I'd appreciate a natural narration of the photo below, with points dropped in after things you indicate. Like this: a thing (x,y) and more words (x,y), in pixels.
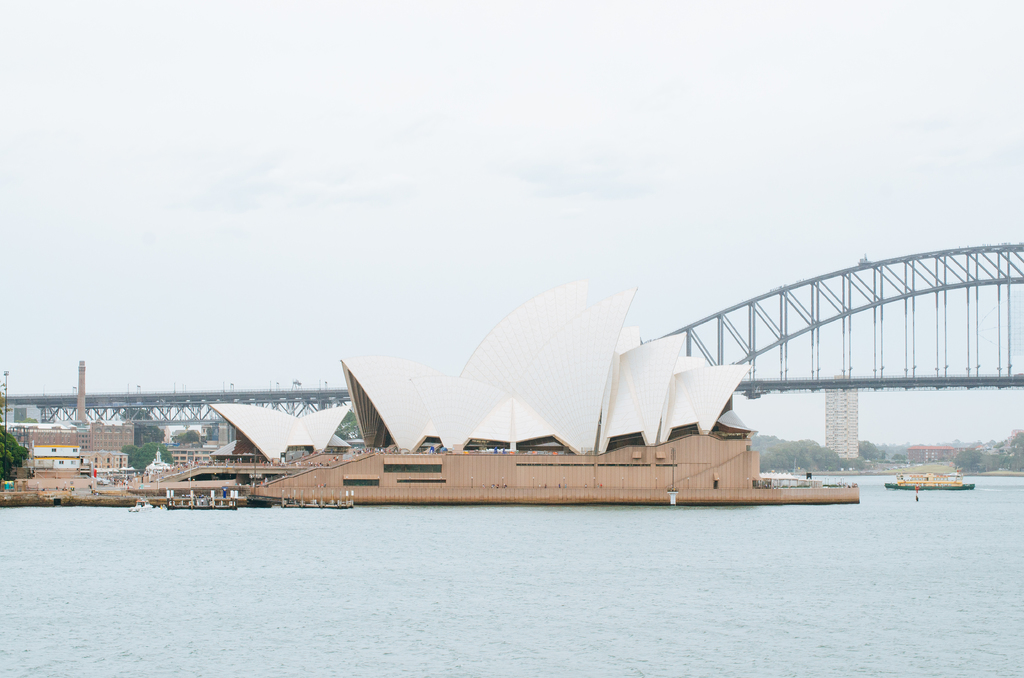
In this image there are few boats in the water (798,547). Left side (7,477) there are few buildings (380,478) and trees (11,461). Background (837,379) there is a bridge (949,383). Right side (954,452) there are few buildings (935,448) and trees (845,461) on the land (872,463). Top of the image (393,102) there is sky (393,102).
